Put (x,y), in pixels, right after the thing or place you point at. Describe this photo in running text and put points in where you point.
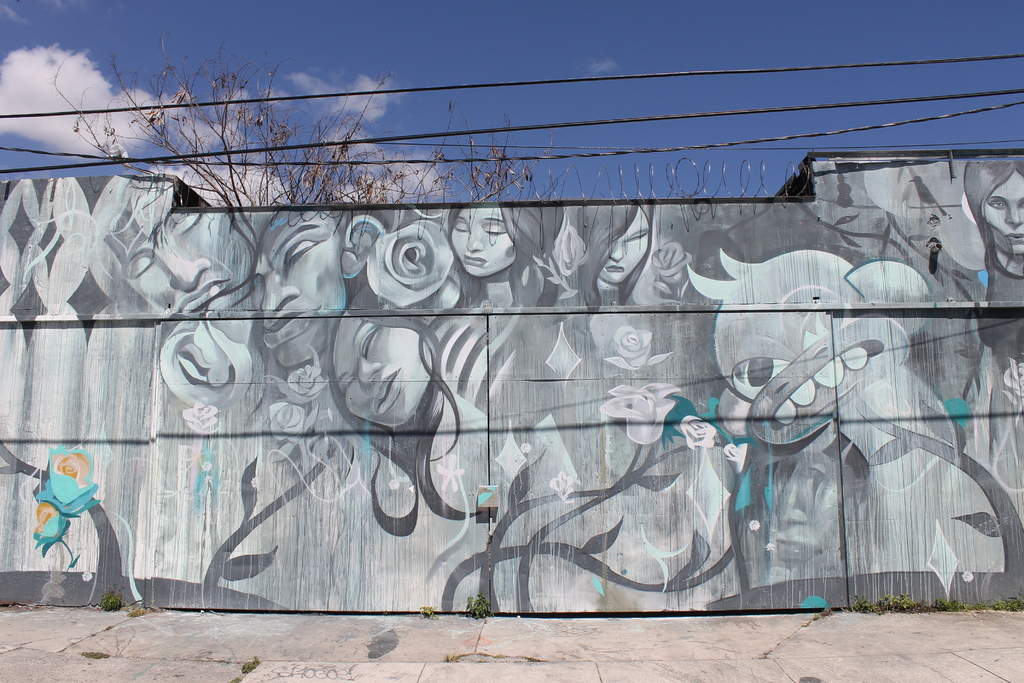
In this image we can painting (621,352) on the wall (587,549). There are clouds (74,94) in the sky (564,62). There are few cables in the image. There is a tree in the image. There are few plants (469,606) in the image. There is a house (560,599) in the image.
